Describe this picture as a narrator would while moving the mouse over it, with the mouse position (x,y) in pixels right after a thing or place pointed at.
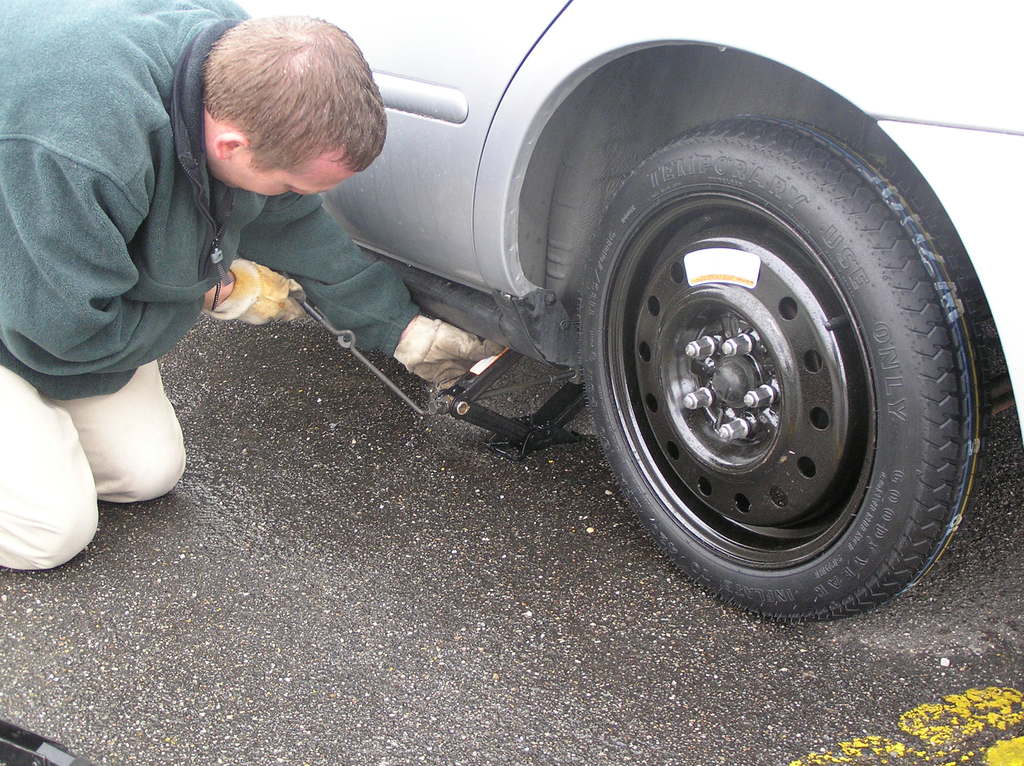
In this image there is a person (125,200) kneeling down on the road (392,655) and trying to lift the car (497,309) using the car jack (478,385). At the bottom (52,594) there is road (376,655).
